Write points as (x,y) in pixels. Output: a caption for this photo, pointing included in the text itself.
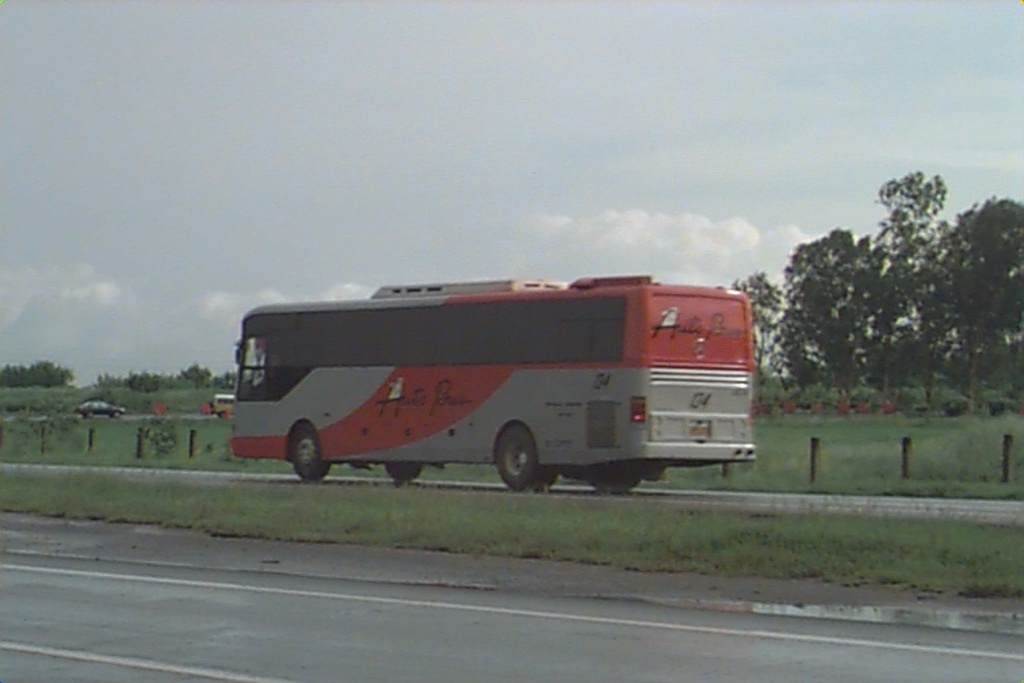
In this image I can see few vehicles (416,426), fencing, trees (887,257) and green grass (903,528). The sky (593,133) is in white and blue color.
